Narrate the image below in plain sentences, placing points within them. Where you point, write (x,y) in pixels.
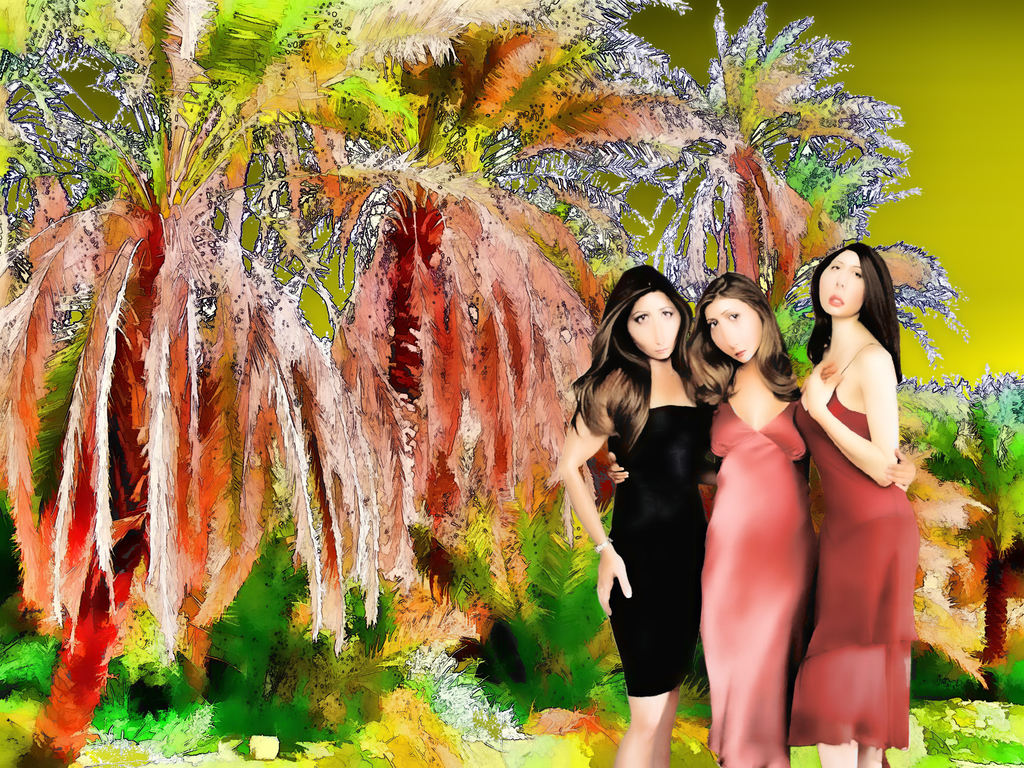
It is a painting. In the image on the right (733,443), we can see three persons (733,443) are standing. In the background (88,237) we can see trees (485,260).
